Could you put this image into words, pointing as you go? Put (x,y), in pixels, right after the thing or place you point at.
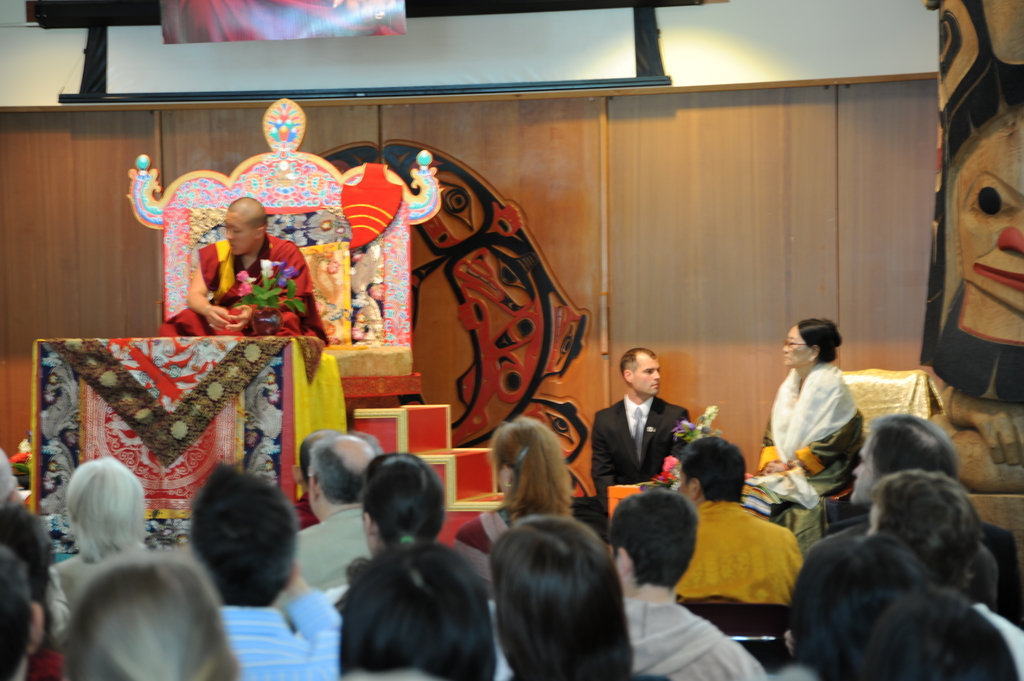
In this image there is a monk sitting in the chair (346,297) on the stage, in front of the monk (313,322) there is a flower pot (272,314) on the table (279,406). In front of the table (235,445) there are a few people (415,541) sitting in chairs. Beside the monk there are two other people (827,333) sitting, in front of them on the table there is a flower pot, In the background of the image (727,268) there are some sculptures (965,268) on the wooden wall (877,103). At the top of the image (382,85) there is a screen (483,49).
